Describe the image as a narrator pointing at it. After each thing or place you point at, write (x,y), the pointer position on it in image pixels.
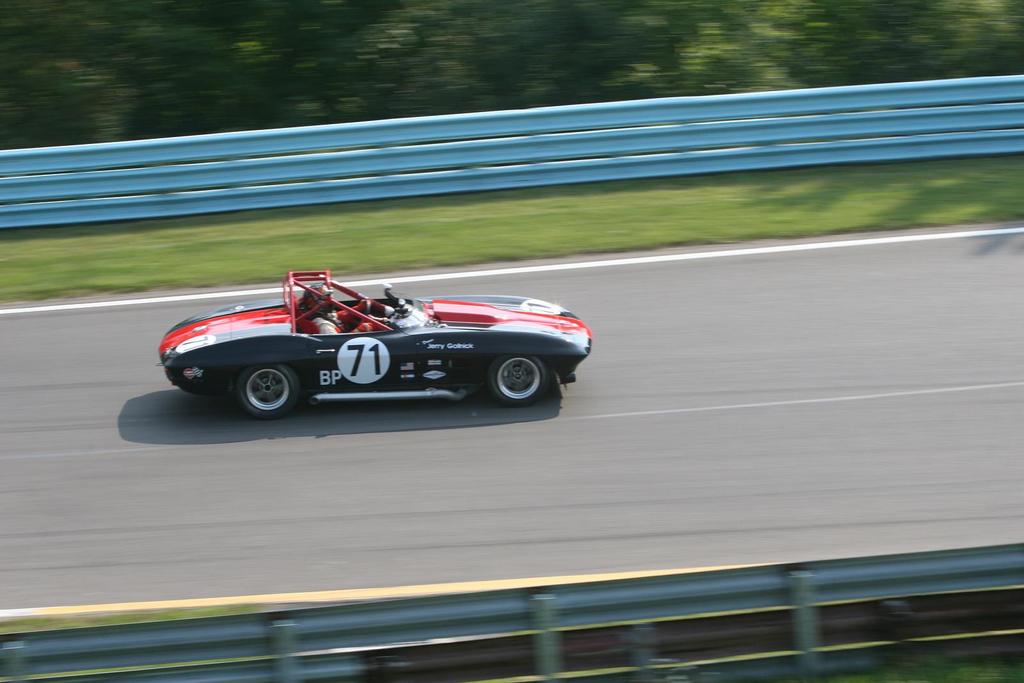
In this image there is a person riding sports car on the road (731,426), beside that there is grass (380,237), fence (446,125) and trees (791,71).
